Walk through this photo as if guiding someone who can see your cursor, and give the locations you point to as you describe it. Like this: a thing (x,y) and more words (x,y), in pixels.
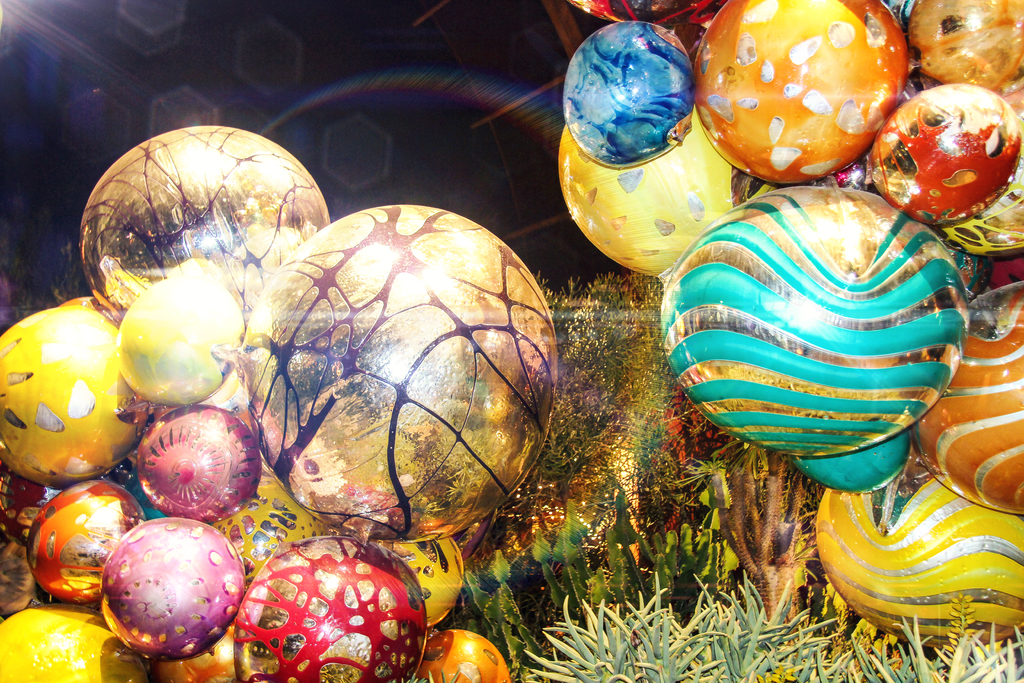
In this image we can see circular shape decorative items (523,334), house plants (683,616) in the foreground (494,300), in the background (505,32) there is a light focus (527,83) and dark view.
